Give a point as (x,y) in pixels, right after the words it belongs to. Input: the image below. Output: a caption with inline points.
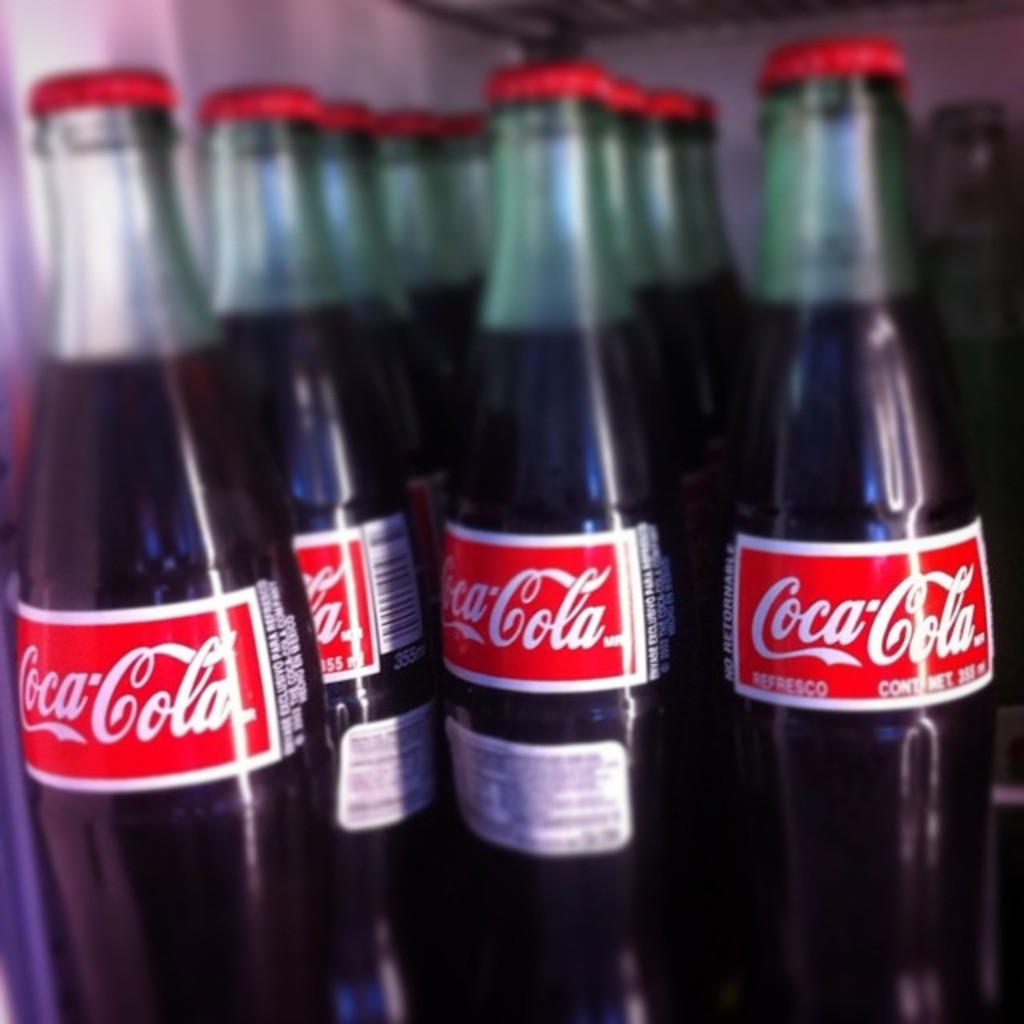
In this image there are bottles (690,500) which are labeled as coca cola.
